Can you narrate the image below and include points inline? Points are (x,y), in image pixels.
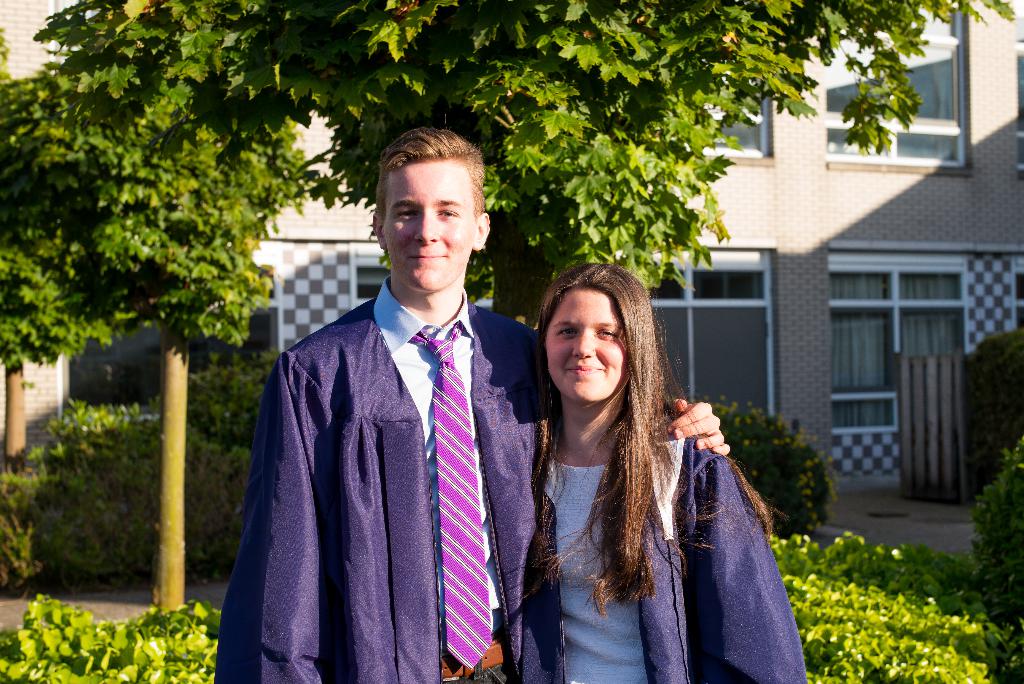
In this image, I can see two persons (515,545) standing and smiling. In the background (715,250), there are trees (67,349), plants (957,636) and a building (911,316).
